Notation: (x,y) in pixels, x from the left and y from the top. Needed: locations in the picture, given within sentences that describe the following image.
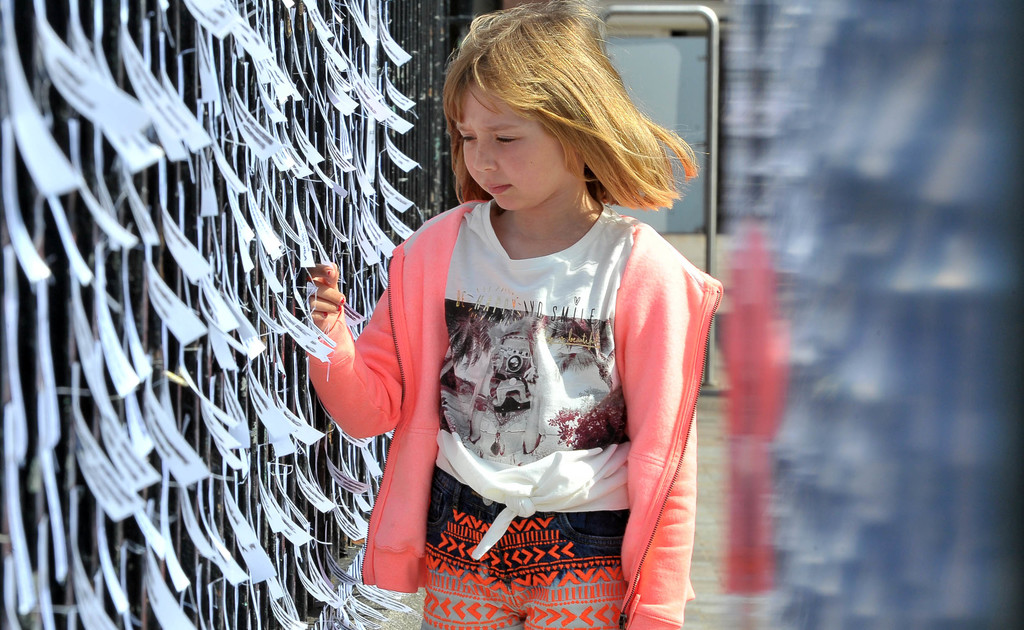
In the middle of the picture (564,345), we see a girl (554,335) in the pink jacket (417,382) is standing. On the left side (151,280), we see a wall (381,135) or a railing (299,173) on which the posters (209,169) or papers (247,236) are pasted. On the right side (880,231), it is in white, blue and red color. In the background (666,112), we see an iron rod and an object (665,69) in white color.
